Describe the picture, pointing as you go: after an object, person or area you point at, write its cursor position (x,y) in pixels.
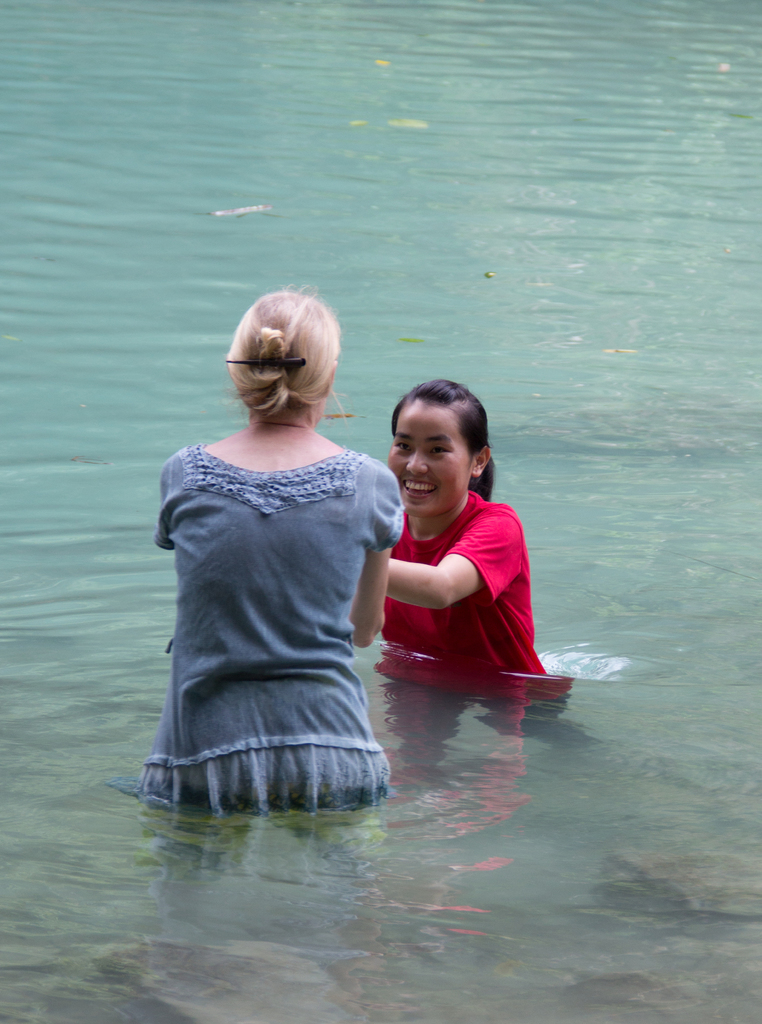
In this image we can see two women (432,453) are in the water (168,633). One woman (429,548) is wearing a red color dress (419,668) and the other one (391,500) is wearing grey color dress (305,680).
